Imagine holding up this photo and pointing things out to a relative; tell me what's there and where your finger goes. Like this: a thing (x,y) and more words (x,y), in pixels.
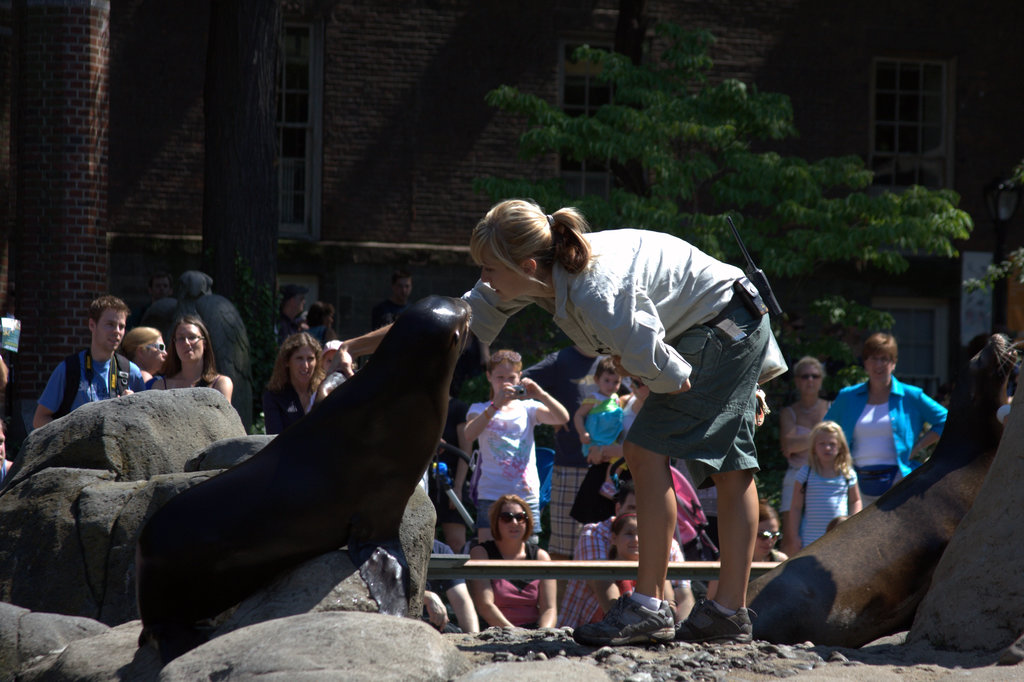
Here on the left (290,538) there is a sea lion (297,536) and next to it there is a woman (530,304) in bending position. In the background (498,357) there are few people (803,443) standing and sitting and we can also see stones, building (168,129), windows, trees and on the right (896,554) there is a sea lion (841,561) on the ground (831,659).
